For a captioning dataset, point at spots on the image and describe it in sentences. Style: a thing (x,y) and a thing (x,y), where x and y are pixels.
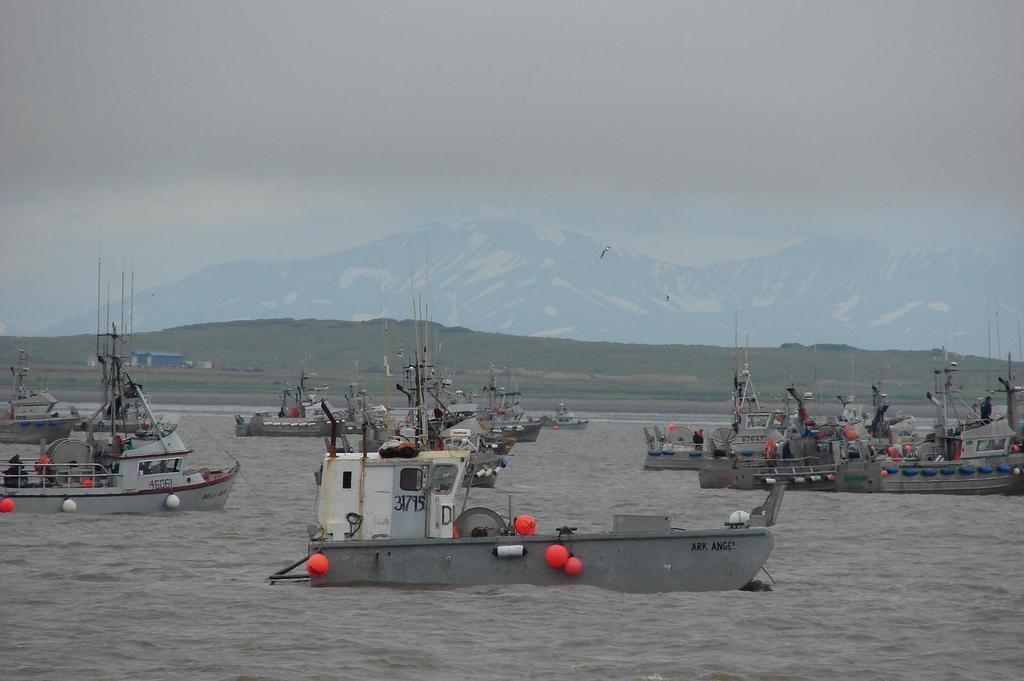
In this picture I can see there are boats (556,576) sailing on the water (969,659) and in the backdrop (408,348) there are mountains (399,294) and the sky (473,164) is cloudy.
